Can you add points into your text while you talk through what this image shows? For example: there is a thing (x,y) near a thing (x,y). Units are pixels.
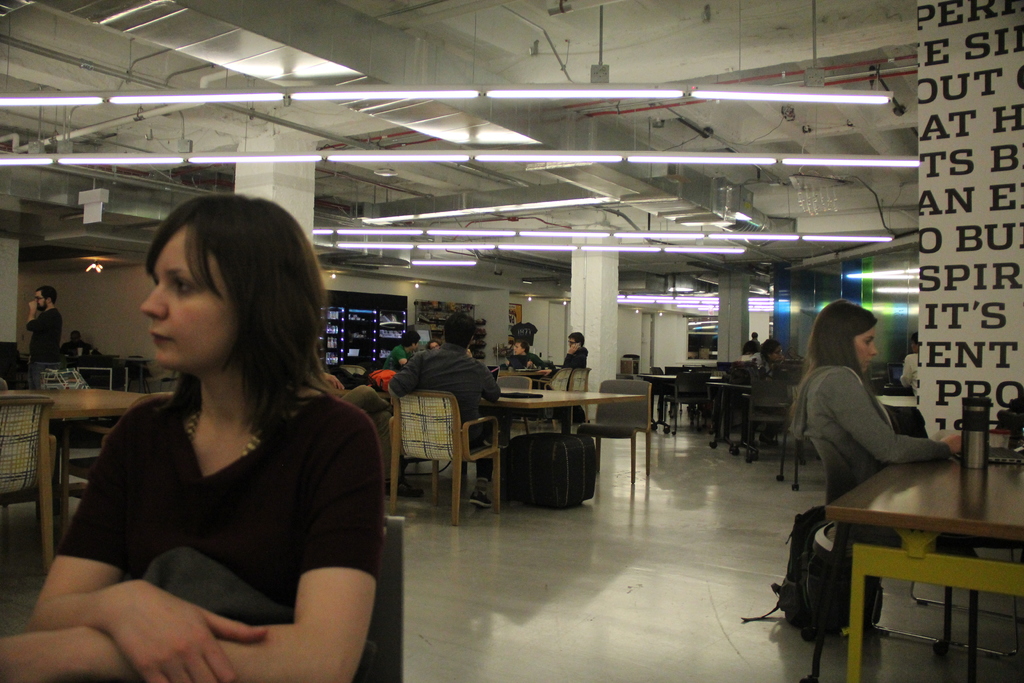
In the picture there is a room (790,329) in which many people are sitting on the chair (601,425) with table (567,425) in front of them on a table (867,517) there are working with the laptops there are lights (488,94) hanging in the roof (519,254) there are many pillars (584,273) in the room (150,236) there is an LED screen (343,315) in the room (394,279).
